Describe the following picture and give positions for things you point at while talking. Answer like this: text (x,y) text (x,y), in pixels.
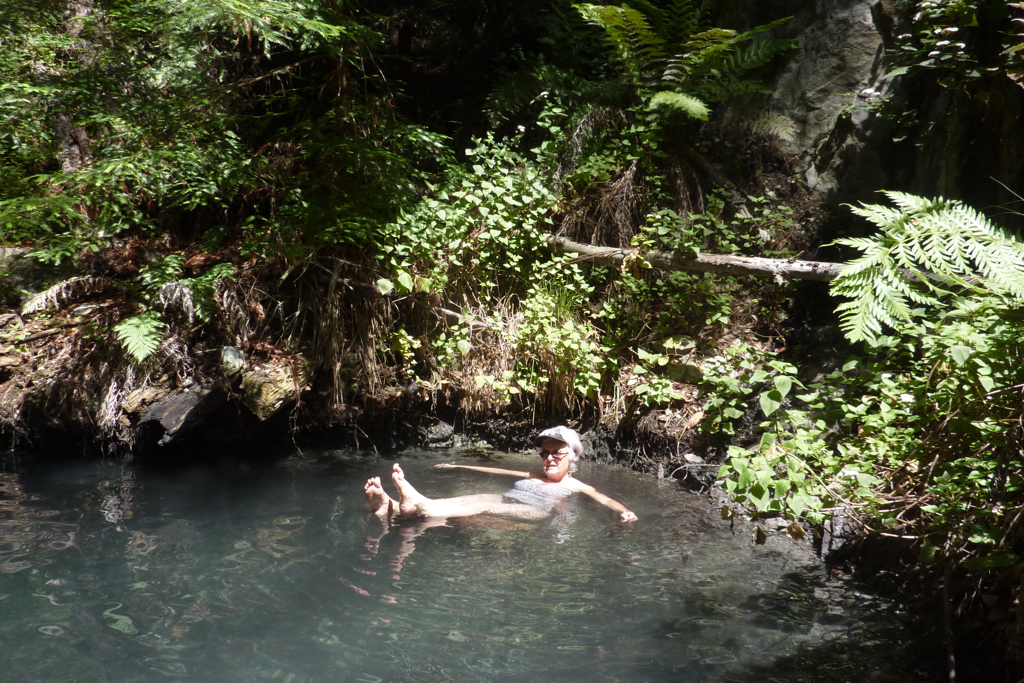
In this image I can see the water (266,557), a person (442,467) in the water (534,539) and few trees (430,158) which are green and brown in color. In the background (937,77) I can see a huge rock (864,64).
